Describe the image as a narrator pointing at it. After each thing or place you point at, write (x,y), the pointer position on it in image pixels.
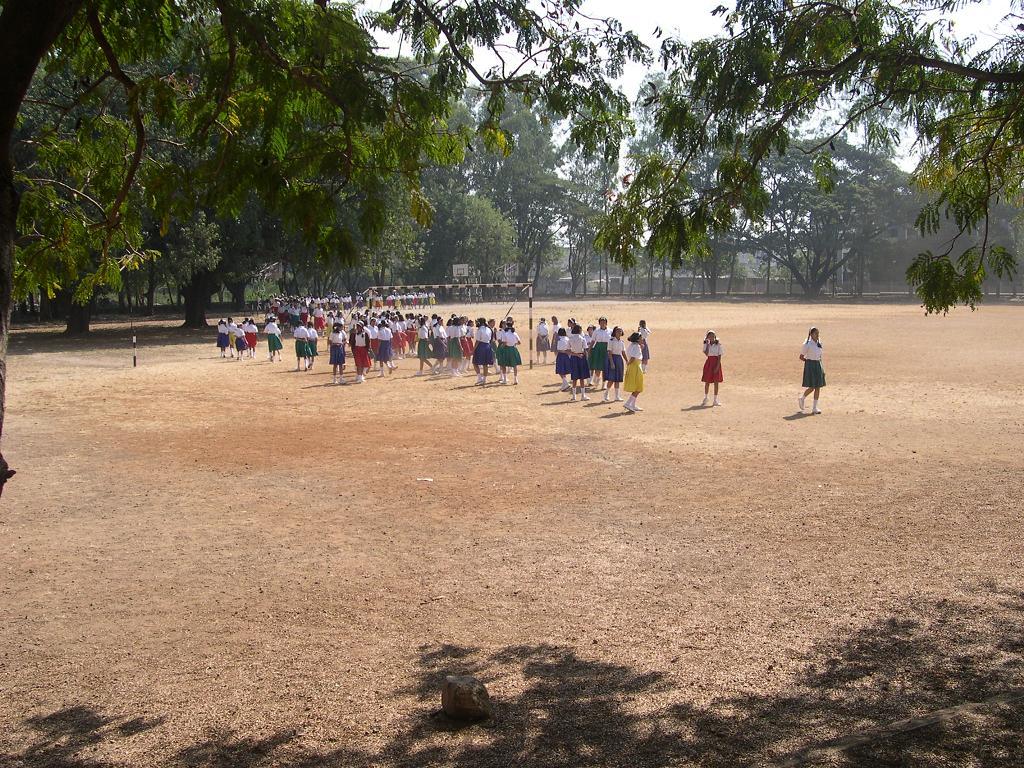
In this picture we can see a group of people (361,376) on the ground (237,377). There are few trees (395,172) in the background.
